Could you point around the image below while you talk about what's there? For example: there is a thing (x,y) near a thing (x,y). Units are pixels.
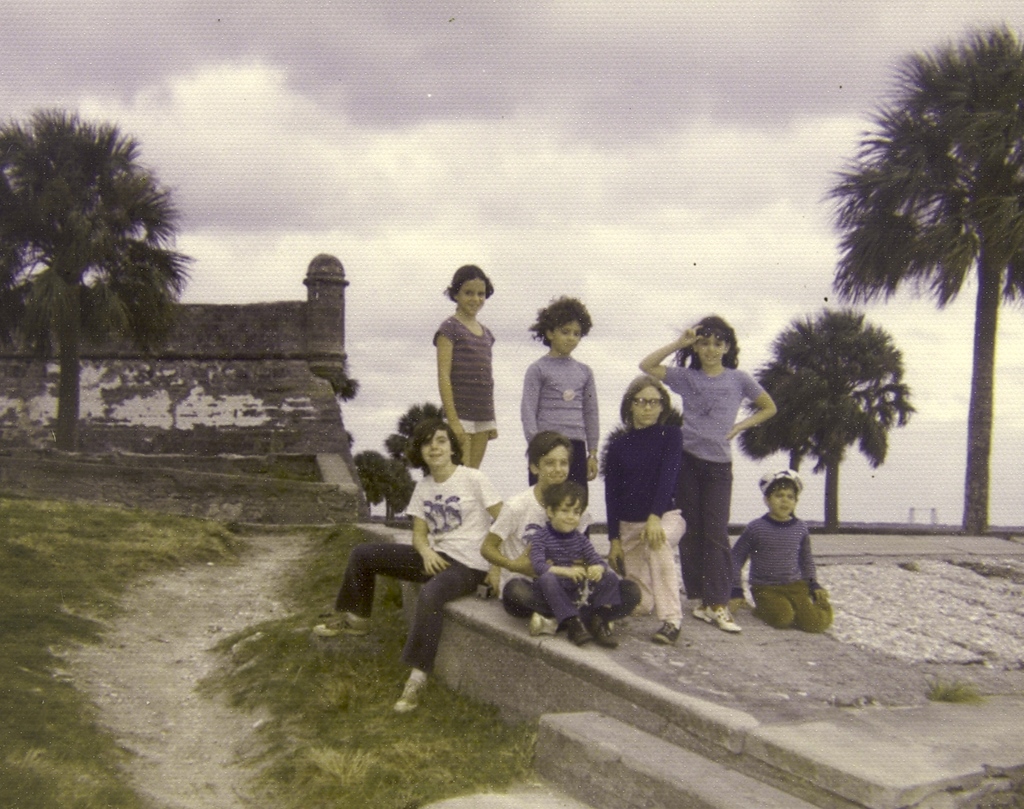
In this picture we can see group of people (663,465), few (545,452) are sitting and few (693,389) are standing, behind them we can see few trees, a building (313,357) and clouds (591,263).
